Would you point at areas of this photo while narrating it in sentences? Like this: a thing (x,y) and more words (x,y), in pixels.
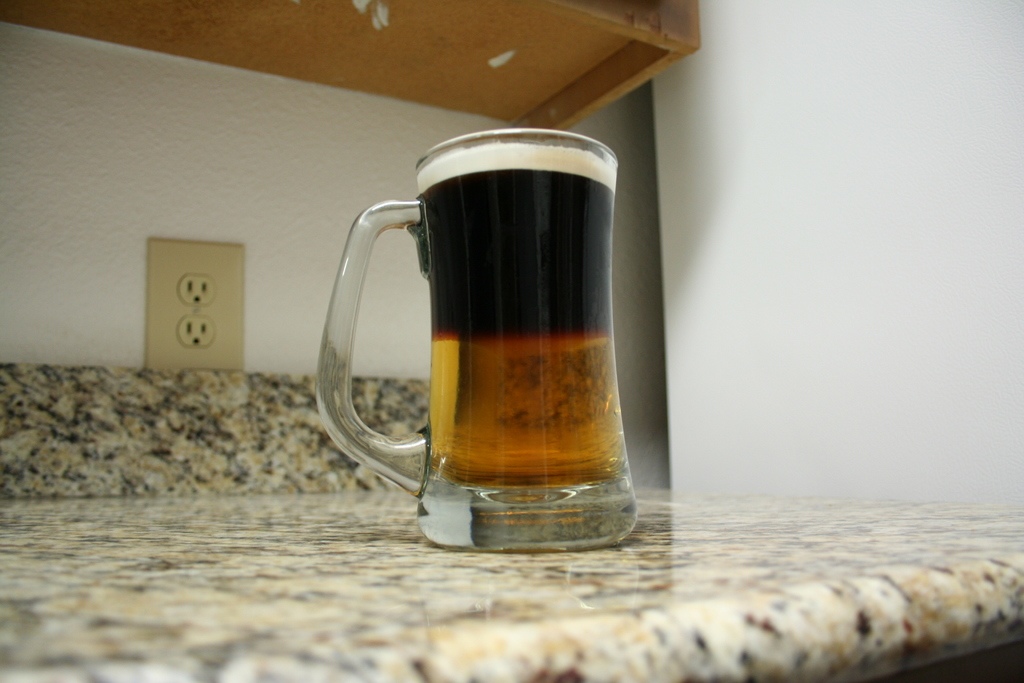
In this image there is a mug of beer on the cabinet (805,529), and in the background (185,240) there is a switch socket (153,257) and a wall (211,217).
